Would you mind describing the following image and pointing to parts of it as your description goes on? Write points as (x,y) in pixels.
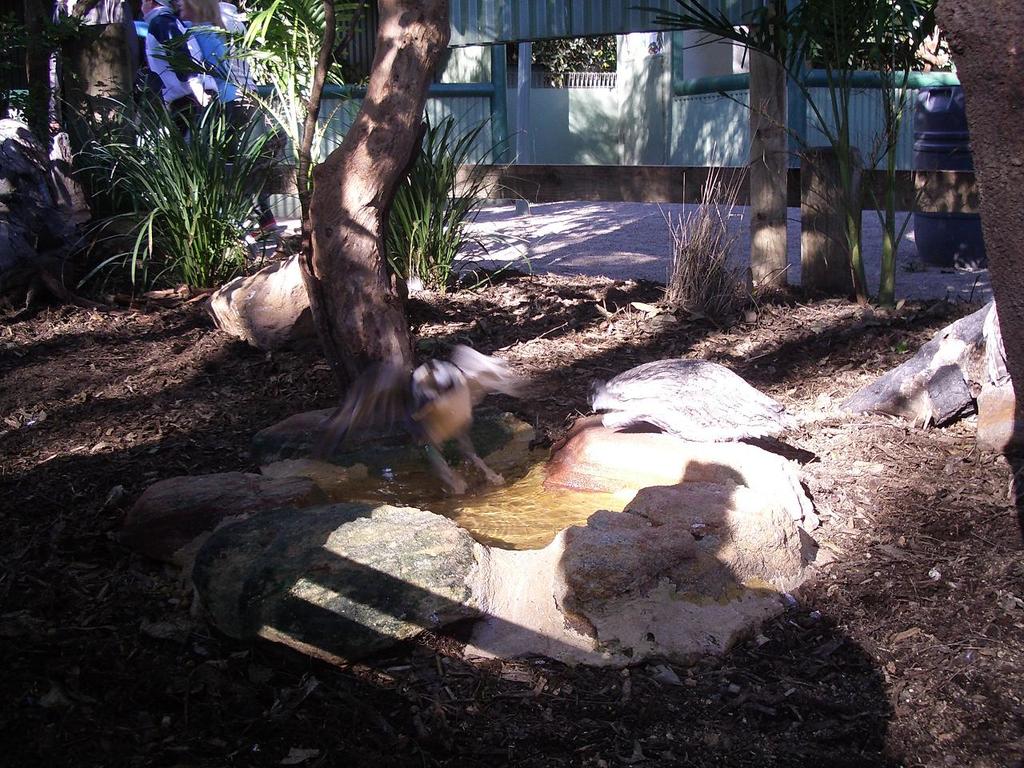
In this image we can see plants (68,42), stones (294,274) on the ground (547,670), water (485,514), tree trunk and objects (444,464). In the background (119,86) we can see walls (579,125), plants (579,50) and objects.
